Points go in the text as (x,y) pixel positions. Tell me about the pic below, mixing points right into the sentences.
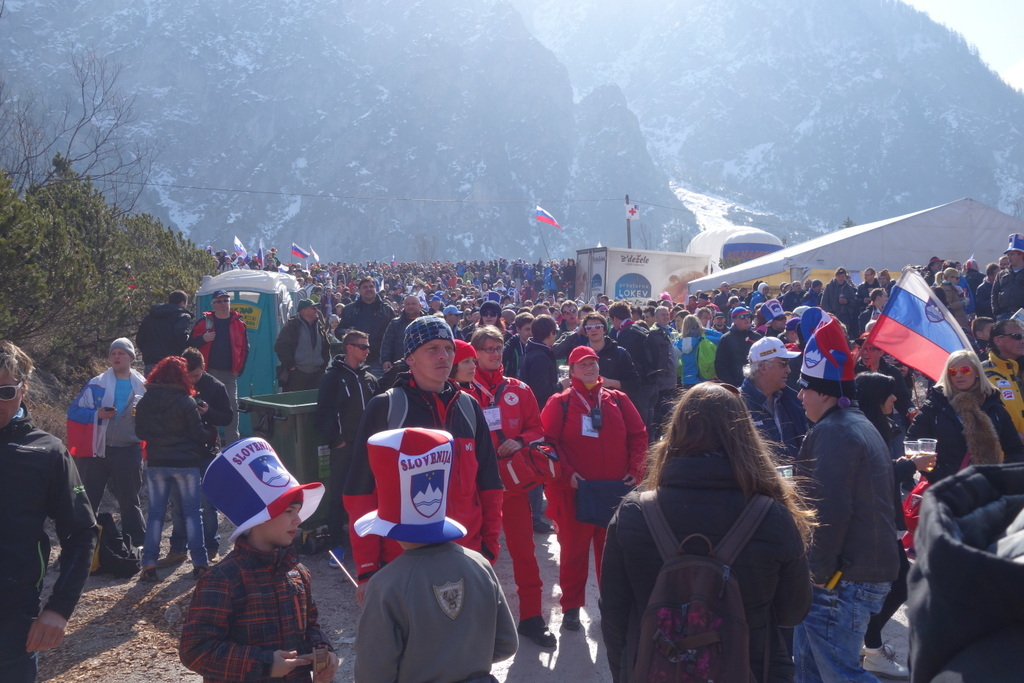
In this picture there are many people (508,317) in the center of the image (484,333) and there are plants (123,238) on the left side of the image (113,230), there are mountains (353,161) in the background area of the image (409,161).
